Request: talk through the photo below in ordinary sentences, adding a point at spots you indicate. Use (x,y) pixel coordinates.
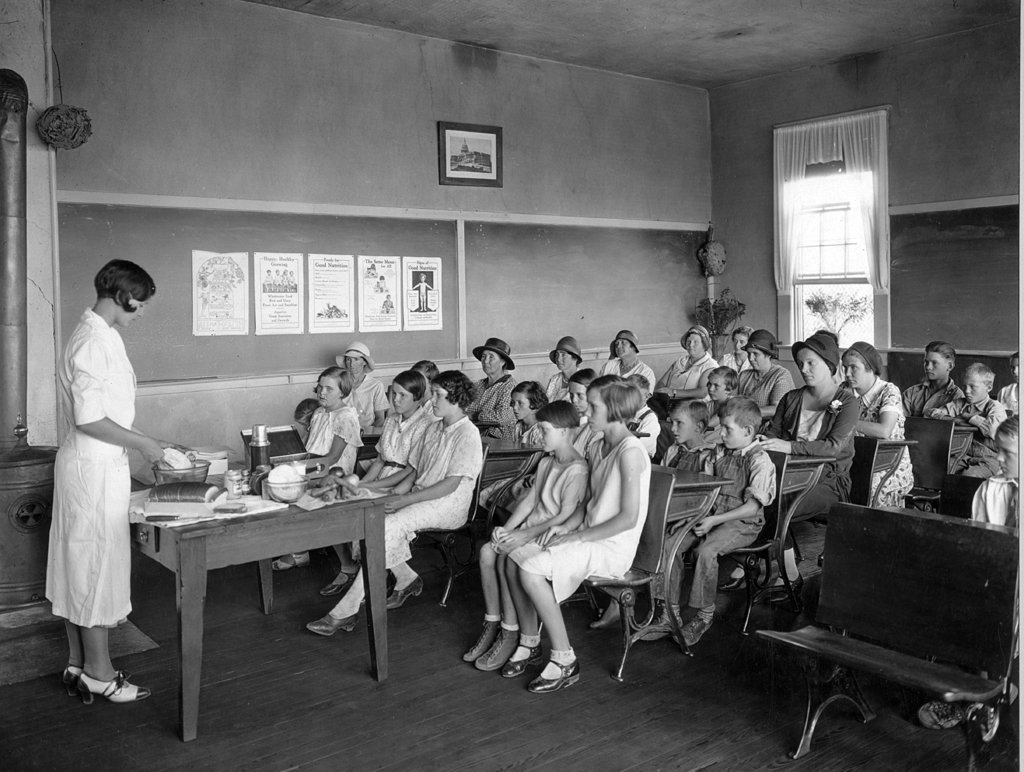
In this image we can see a group of people (994,472) who are sitting on a chair (781,456) and they are paying attention to this woman (72,409) who is standing on the left side (130,271).
